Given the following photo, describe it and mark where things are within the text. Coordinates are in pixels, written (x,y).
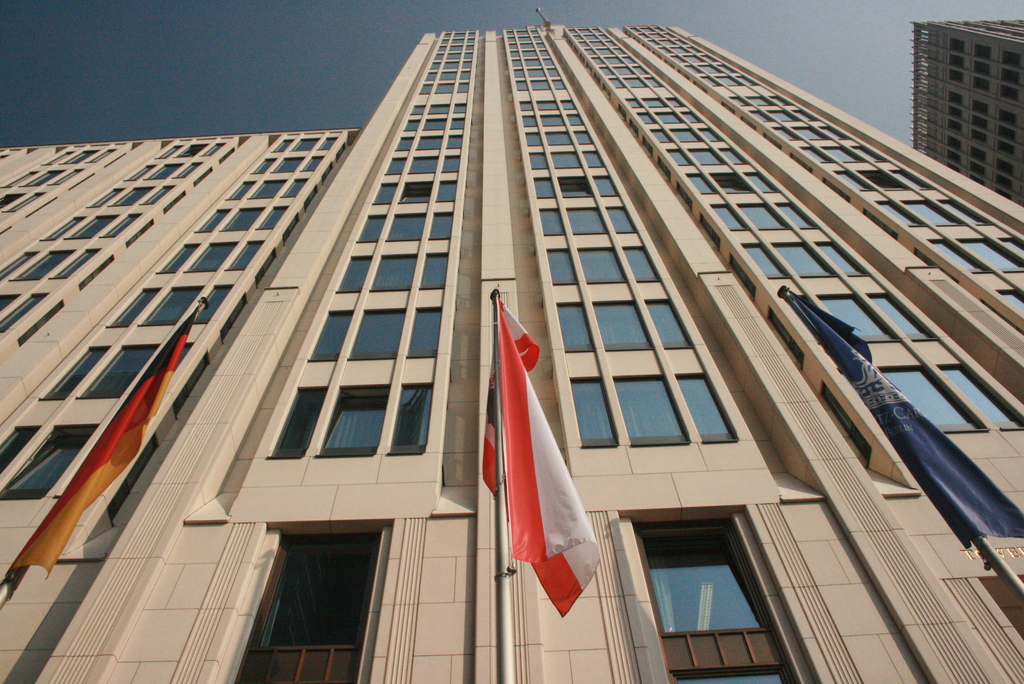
In the foreground of the picture (71,489) there are flags (514,420). In the middle (553,281) we can see buildings (515,309). At the top (355,37) there is sky (201,98).
